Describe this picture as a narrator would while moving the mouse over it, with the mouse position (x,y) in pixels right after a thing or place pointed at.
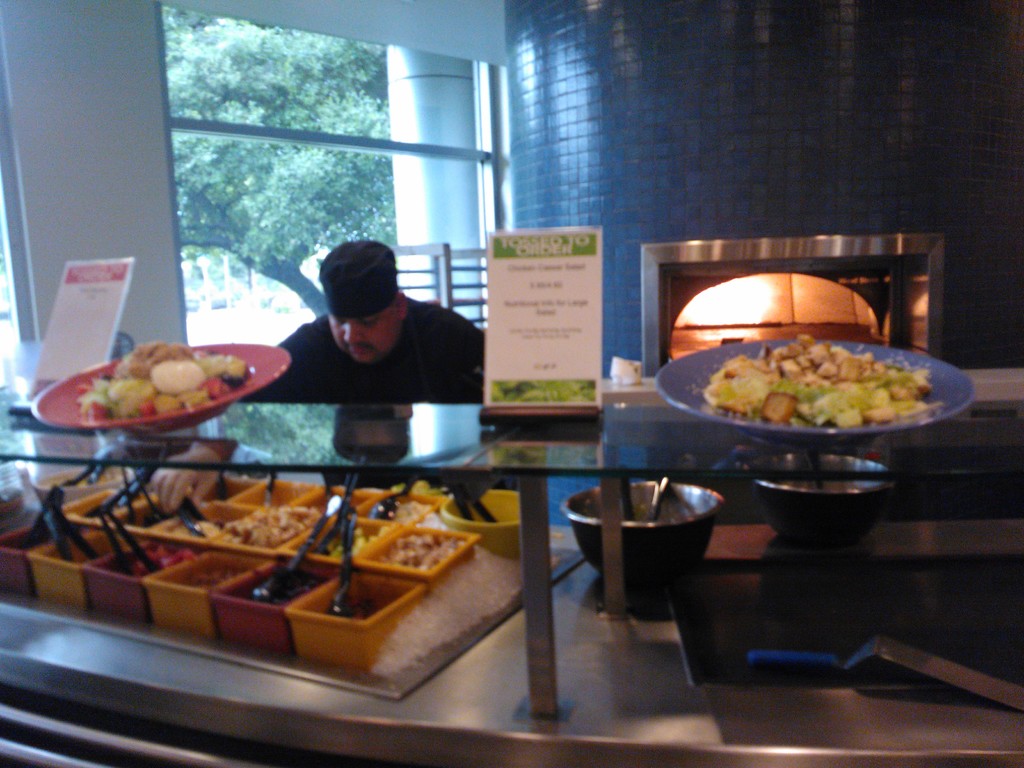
In the foreground of this image (120,696), there is a table (662,712) on which many bowls (151,546) with food (183,530) and spoons (130,488) on it. Beside, there are two bowls (680,527) on a steel surface (661,649) with spoons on it. In the middle of the image (531,359), on a glass surface (660,433), there are two cardboards (96,329) and two platters (722,414) with food (748,412). In the background (712,146), there is a wall (712,146) and it seems like there is a fire place (778,279). On the left top (236,175), through the glass (259,176) there is a tree (312,105).
